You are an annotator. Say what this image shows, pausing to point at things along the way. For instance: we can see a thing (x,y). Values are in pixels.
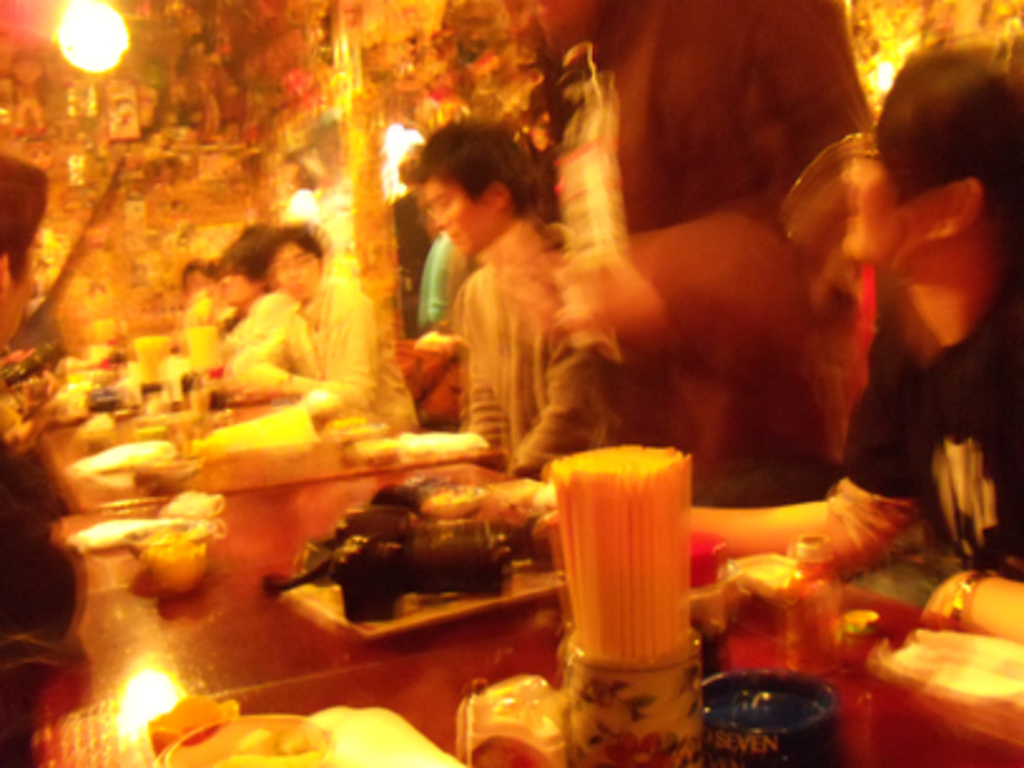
In this image I can see the blurry picture in which I can see number of persons (392,414) are sitting around the dining table (399,638) on which I can see few objects (481,524). I can see a person (788,314) standing and few lights (103,36).
